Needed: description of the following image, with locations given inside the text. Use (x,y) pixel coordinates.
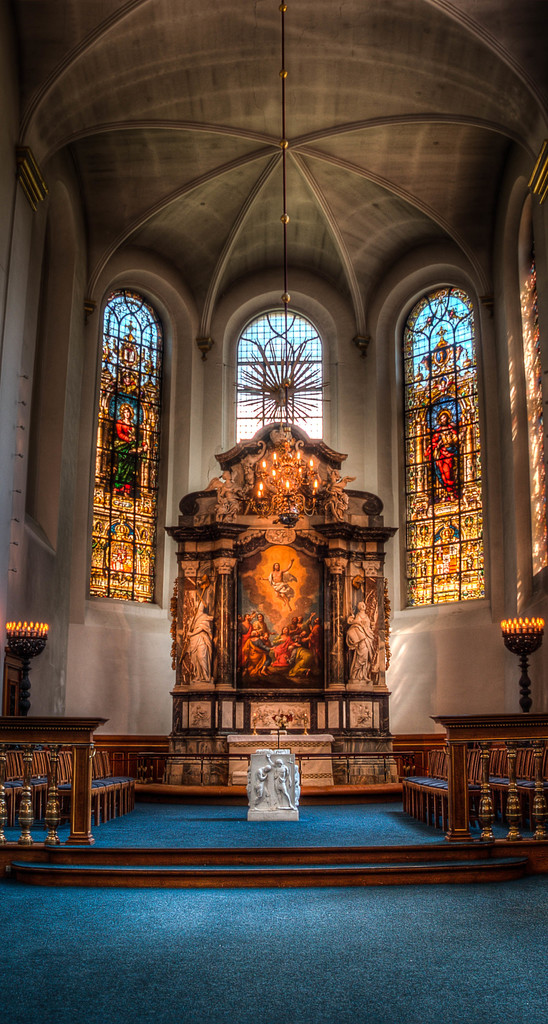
This is the inside view of a church (137,882) where we can see stairs (178,787), chairs (521,787), candles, statues (275,797), windows (467,423) and wall (56,376). We can see a chandelier (290,440) is hung from the roof (239,73). At the bottom of the image (238,960), we can see the carpet (344,970) on the floor (290,979).
